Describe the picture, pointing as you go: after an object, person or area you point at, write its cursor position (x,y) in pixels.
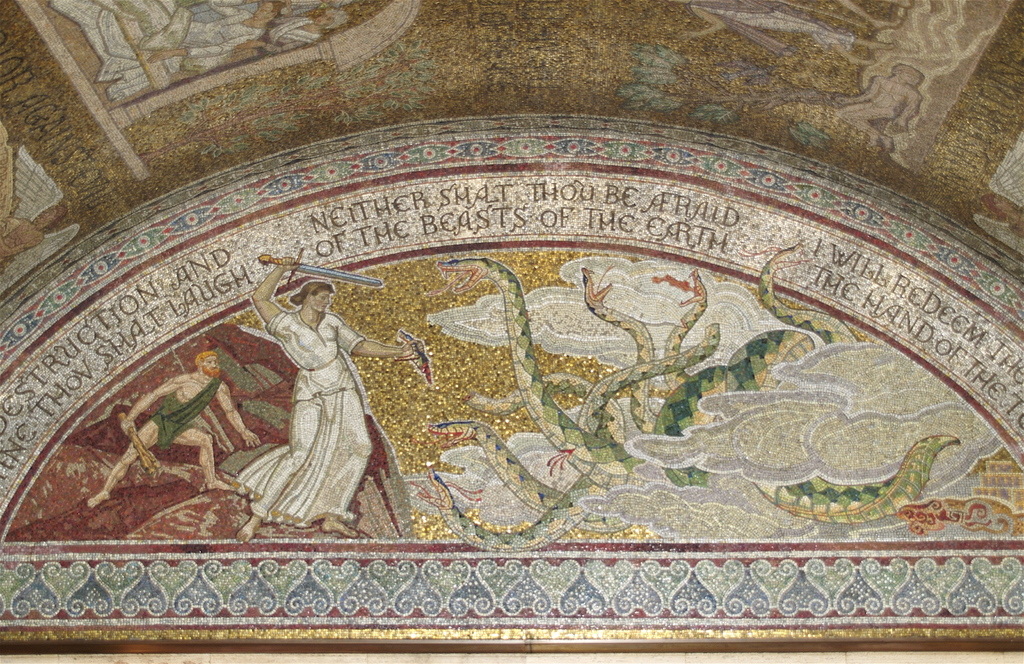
This picture shows a wall painting (683,257) and we see some text (208,280) and cartoon pictures (296,394).
